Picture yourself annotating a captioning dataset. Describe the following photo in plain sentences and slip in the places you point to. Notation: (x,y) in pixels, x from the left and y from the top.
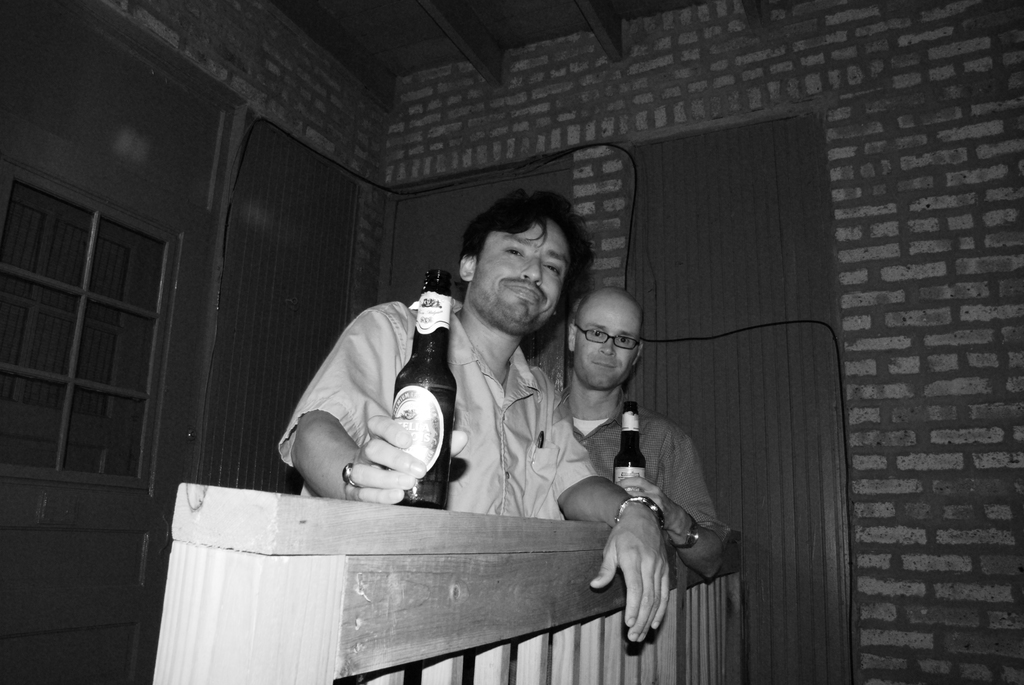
In this picture there are two persons (538,432) standing and holding a beer bottle (635,438) in their hands (422,475) and there is a wooden fence (565,557) in front of them and there is a brick wall (555,141) in the background (532,131).
